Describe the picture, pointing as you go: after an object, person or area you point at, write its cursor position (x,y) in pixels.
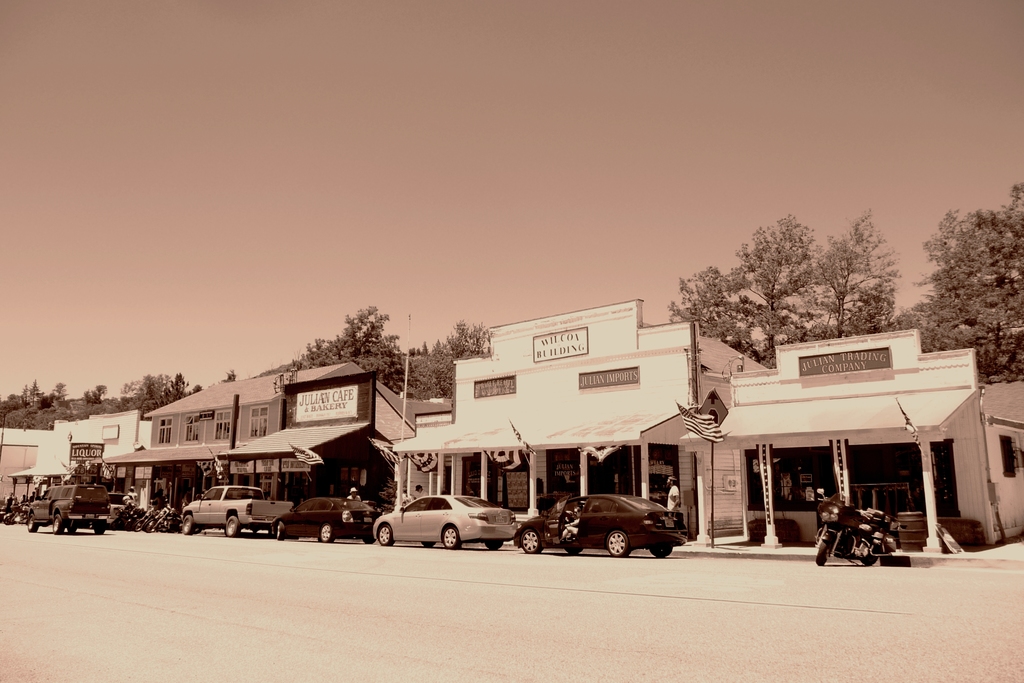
In this image there are vehicles (843,539) on a road (617,677), in the background (24,419) there are buildings (471,434), trees (984,300) and the sky (307,182).
